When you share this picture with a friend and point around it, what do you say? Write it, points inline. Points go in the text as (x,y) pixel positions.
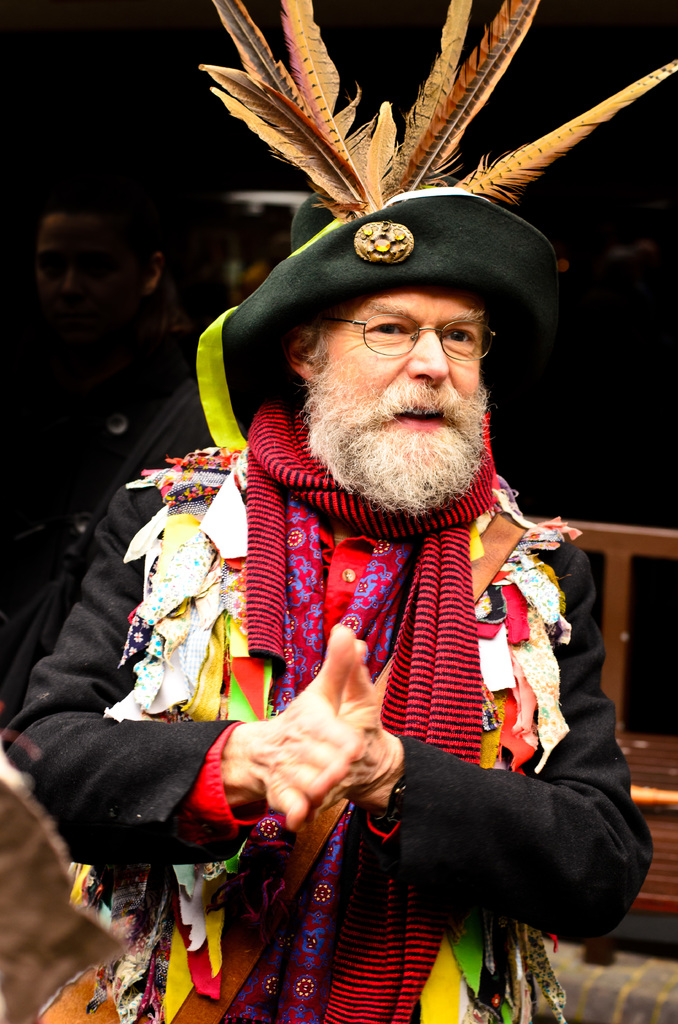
Here, we can see a man (212,609) standing and he is wearing a hat (351,266), there is a dark background (667,149).
